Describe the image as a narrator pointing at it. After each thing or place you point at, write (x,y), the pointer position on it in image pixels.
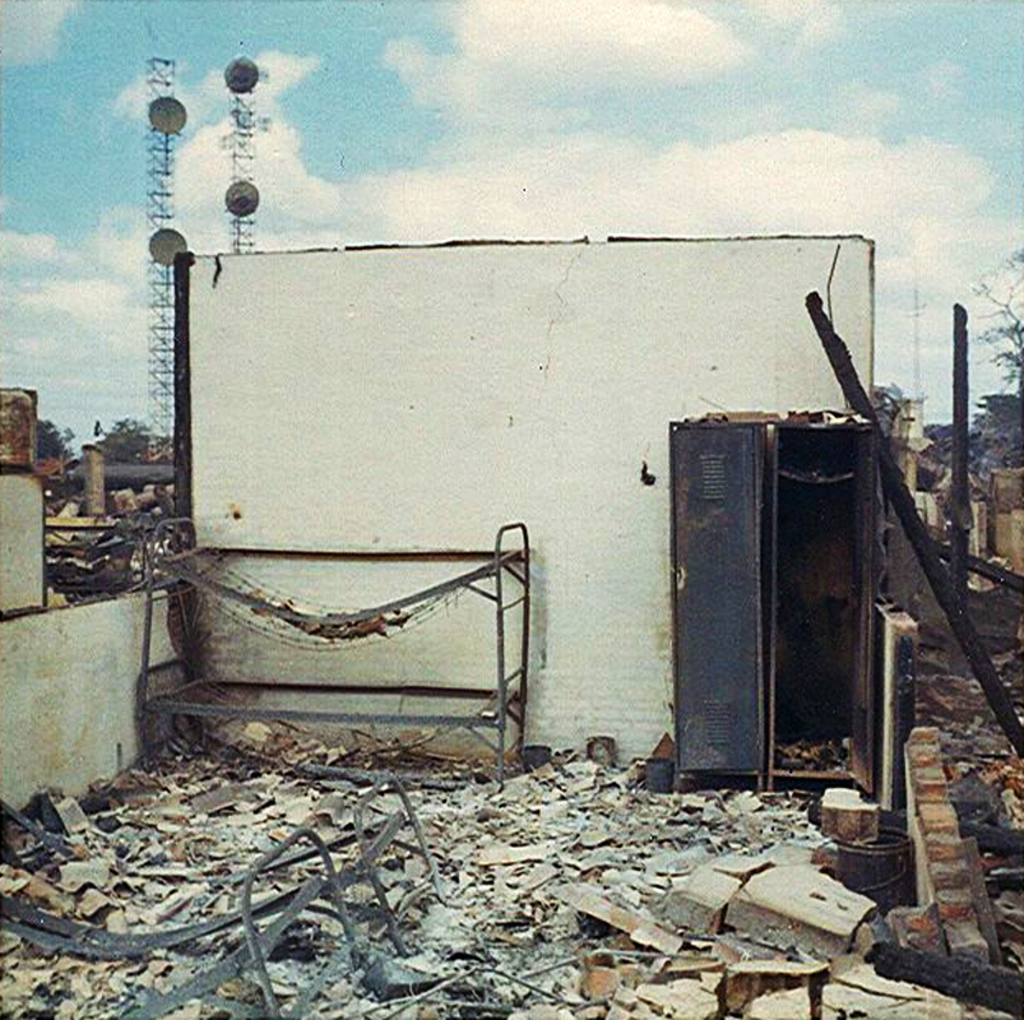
In this image I can see number of stones (601,899), few iron things (392,775), an almirah (702,614), a bucket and few other stuffs (979,786) on the ground (586,804). In the background (619,305) I can see white colour wall (256,415), few towers (159,162), few antennas (233,89), number of trees (125,431), clouds (958,211) and the sky (110,216).
